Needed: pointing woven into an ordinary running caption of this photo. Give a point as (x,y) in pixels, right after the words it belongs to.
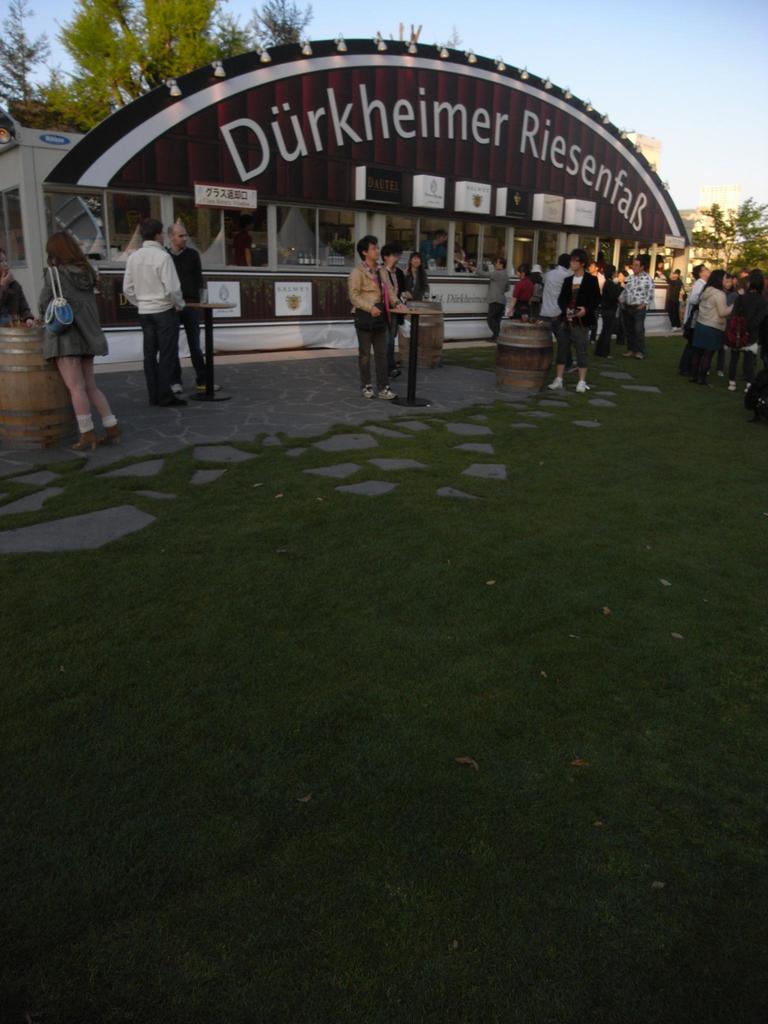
In the picture we can see a grass surface (439,803) and some tiles (79,524) on it and we can also see a path (260,404) with some people (495,307) and near to it, we can see some shop building (99,162) with some glass windows (258,234) to it and in the background (507,44) we can see some trees (194,60) and sky (697,116).
